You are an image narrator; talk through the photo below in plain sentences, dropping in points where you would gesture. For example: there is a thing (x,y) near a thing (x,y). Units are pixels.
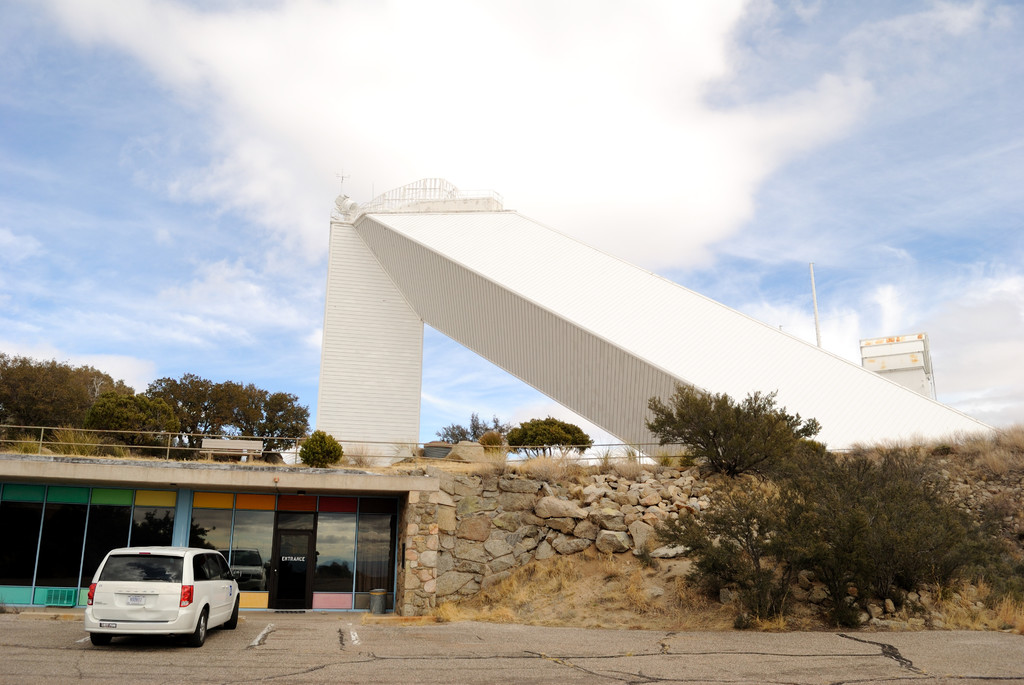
In this image we can see the building (289,566), rock wall (500,545), railing (174,449), bench (233,450) and also the vehicle (197,606) parked on the path (211,641). We can also see the concrete structure (563,397). Image also consists of trees (844,528). In the background (224,91) we can see the sky (670,175) with the clouds (742,214).
